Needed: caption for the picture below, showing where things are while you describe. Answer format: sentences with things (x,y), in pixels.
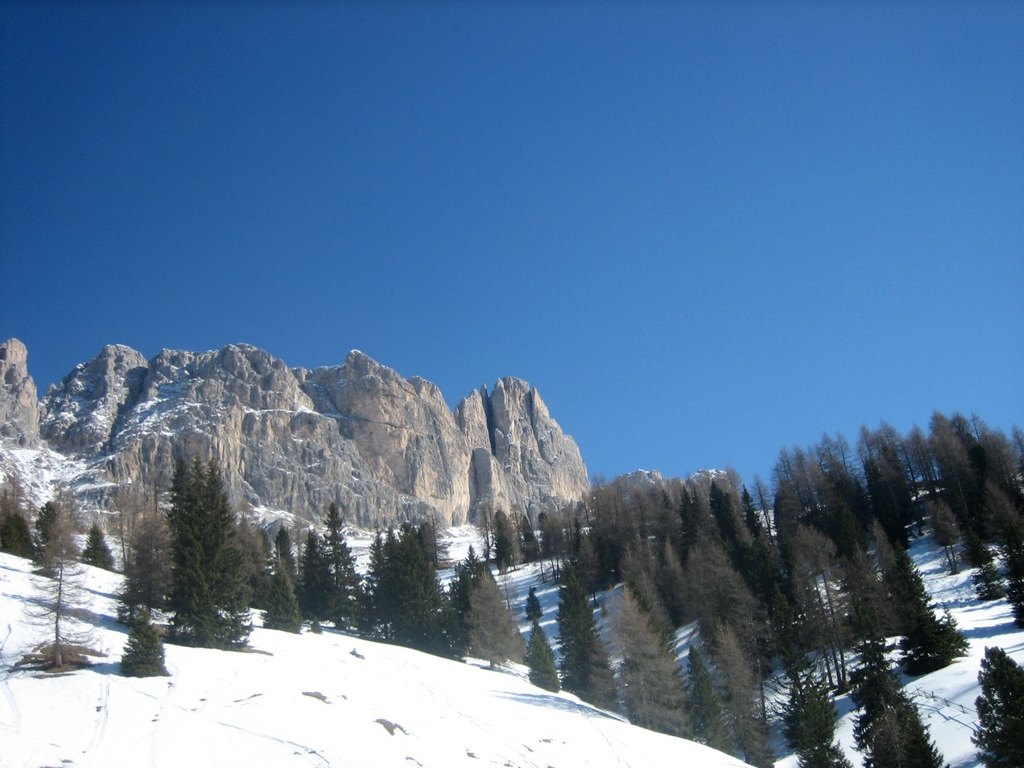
In this image, in the middle (467,506) there are trees (429,546), hills (410,507), stones (463,450), ice (421,683), sky (752,326).
